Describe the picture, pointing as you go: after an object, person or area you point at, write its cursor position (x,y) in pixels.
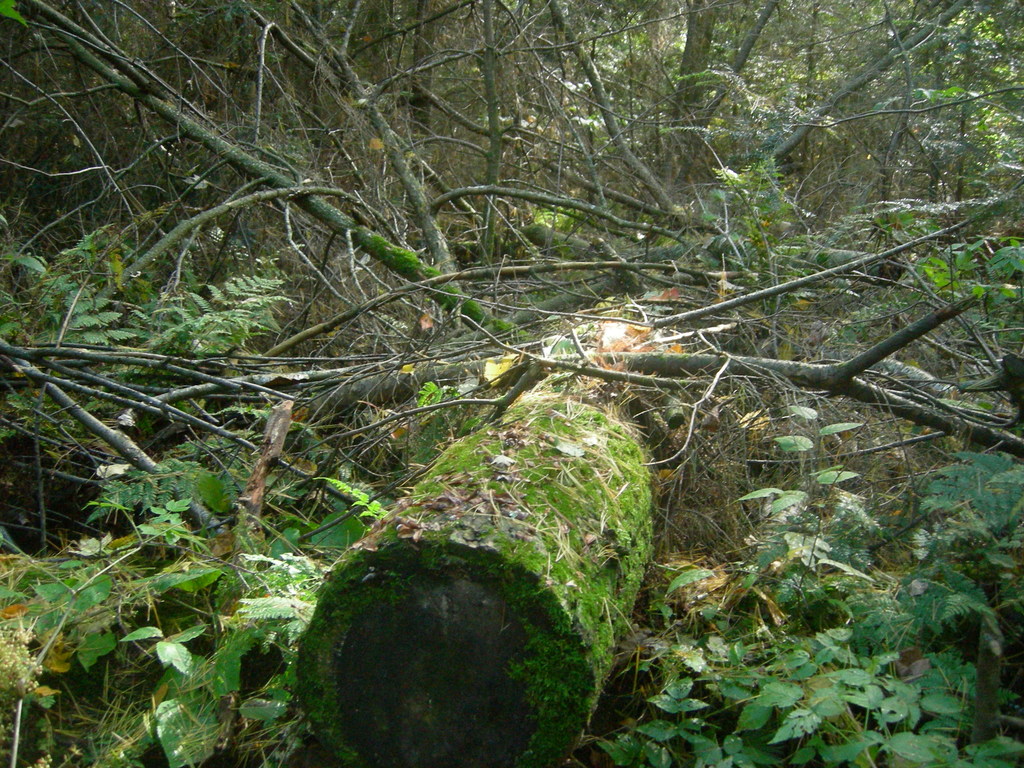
In this image I can see trees (581,342), plants (875,734) and a broken tree (511,580) on the ground (58,486).
